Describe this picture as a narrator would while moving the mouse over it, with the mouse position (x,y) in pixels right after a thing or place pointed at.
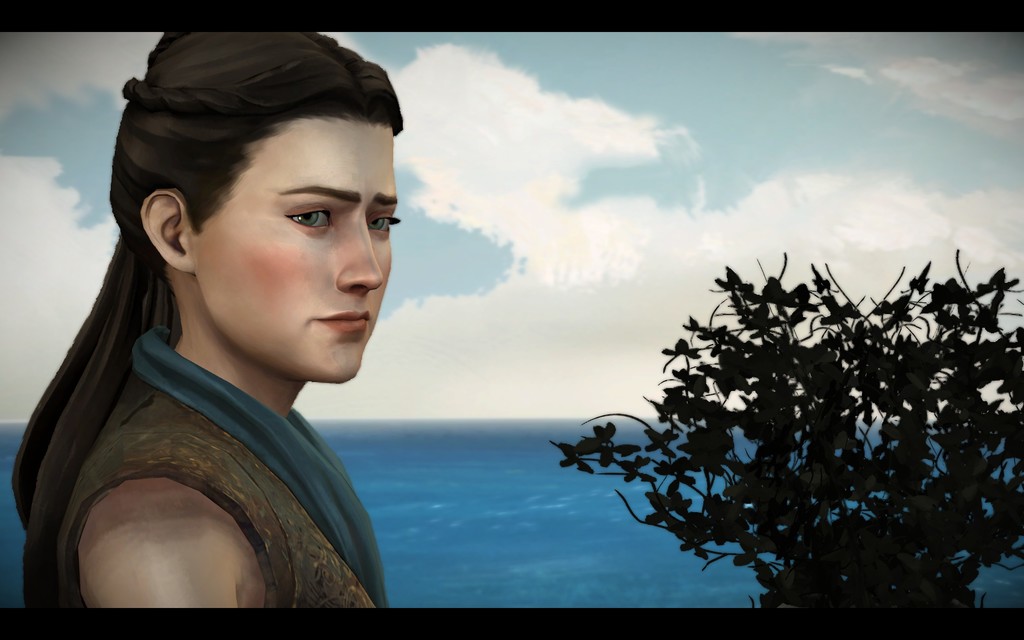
This is an animation image. To the left side of the image (154,257) there is a lady (260,526). To the right corner (686,398) there is a tree (830,479). Behind them there is water (499,482) on the ground (480,529). To the top of the image (543,179) in the background (520,169) there is a sky (589,224) with clouds (550,202).
